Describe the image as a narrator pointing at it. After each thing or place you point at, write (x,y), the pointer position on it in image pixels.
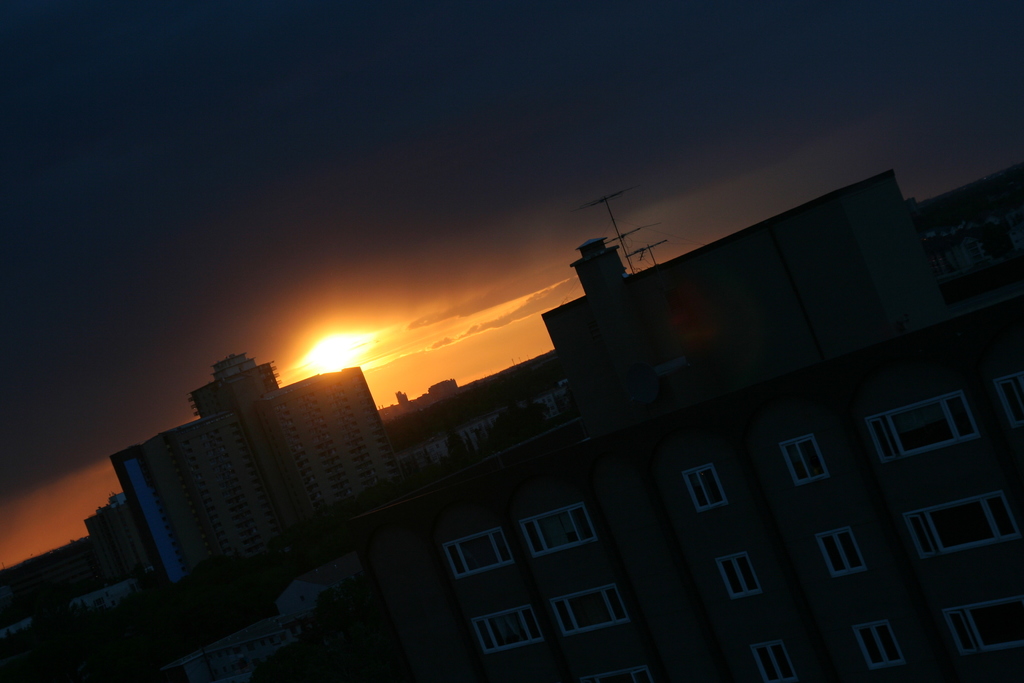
At the bottom (826,610) we can see the skyscrapers (263,527) and buildings (571,566). At the top of the building (747,534) we can see some towers (628,230). In the background (566,214) we can see the sun (336,347), sky (433,336) and clouds (469,327). On the building (729,635) we can see the windows (959,613).
